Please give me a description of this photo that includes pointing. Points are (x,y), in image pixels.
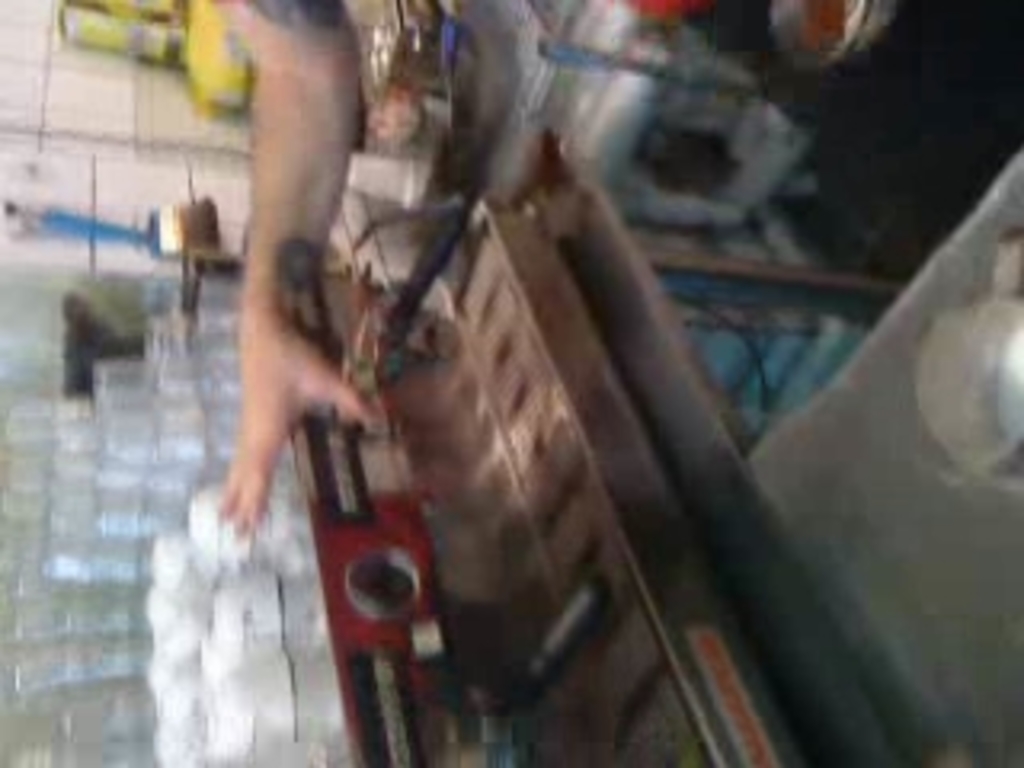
In the image we can see a table (403,301), on the table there are some products (216,689). At the top of the image (296,67) we can see a hand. Background of the image (96,59) is blur.
